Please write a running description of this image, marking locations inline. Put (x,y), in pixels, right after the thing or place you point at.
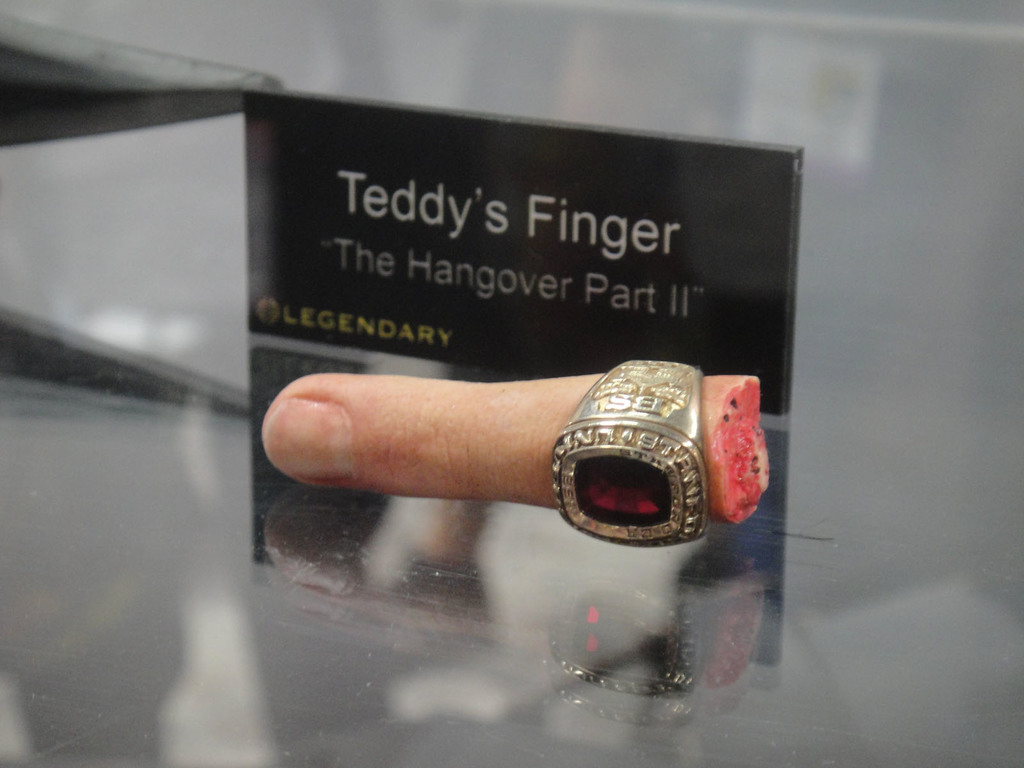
In this picture I can see a ring (595,450) in the finger (539,437). In the background (536,282) I can see something written on the black color object (498,260). These objects (370,247) are on a surface (344,502).
